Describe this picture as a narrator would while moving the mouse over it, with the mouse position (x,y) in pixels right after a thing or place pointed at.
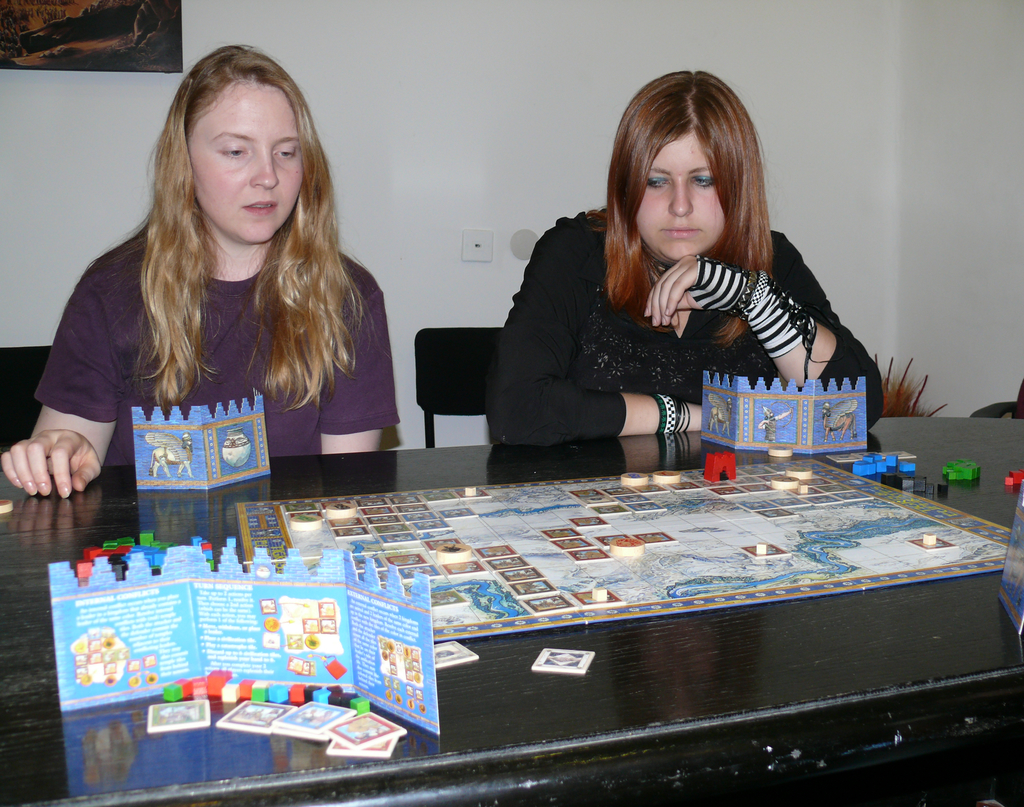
In a picture there are two women (549,364) sitting on the chairs (426,382) in front of the table (615,640). On the table (615,640) there is a game board (749,503) with pieces (635,543) on it and there are cards (438,645) and cubes (289,691) present, the right corner of the picture (708,297) the woman (671,329) is wearing a black shirt (670,364) and gloves (773,320) behind her there is a big wall (347,20) and in the left corner of the picture (262,329) the girl (117,371) is wearing purple shirt (115,374).
